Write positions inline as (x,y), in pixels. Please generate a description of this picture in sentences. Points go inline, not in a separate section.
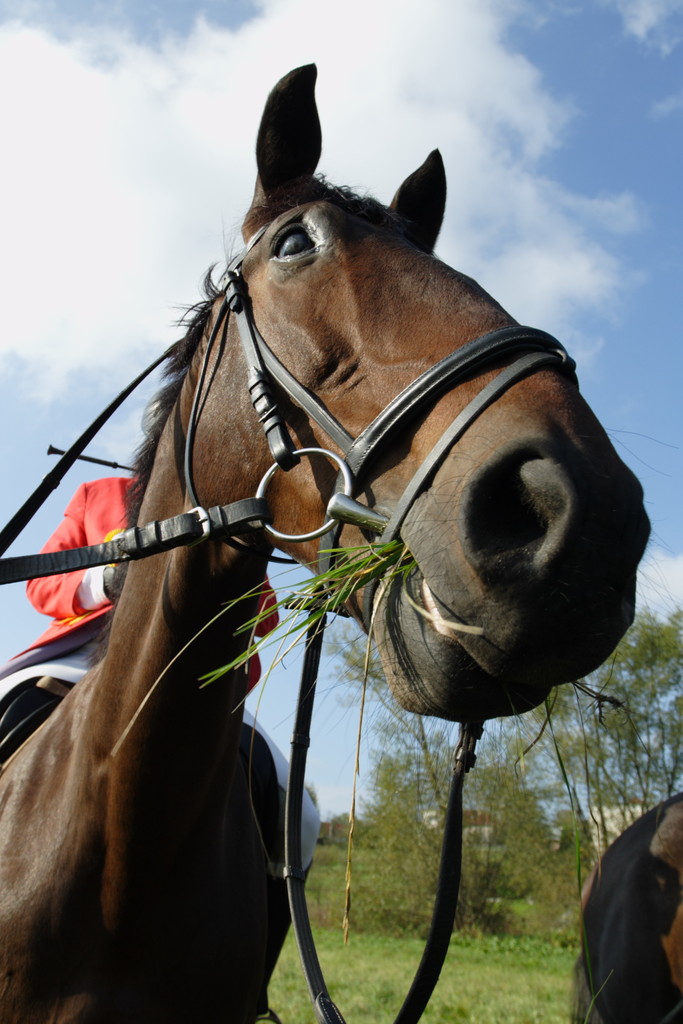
In this picture I can see there is a person (101,528) sitting on the horse (75,700) and there is another horse (619,925) on the right (675,935) and in the backdrop (643,785) there are plants (531,942) and the sky (628,260) is cloudy.
